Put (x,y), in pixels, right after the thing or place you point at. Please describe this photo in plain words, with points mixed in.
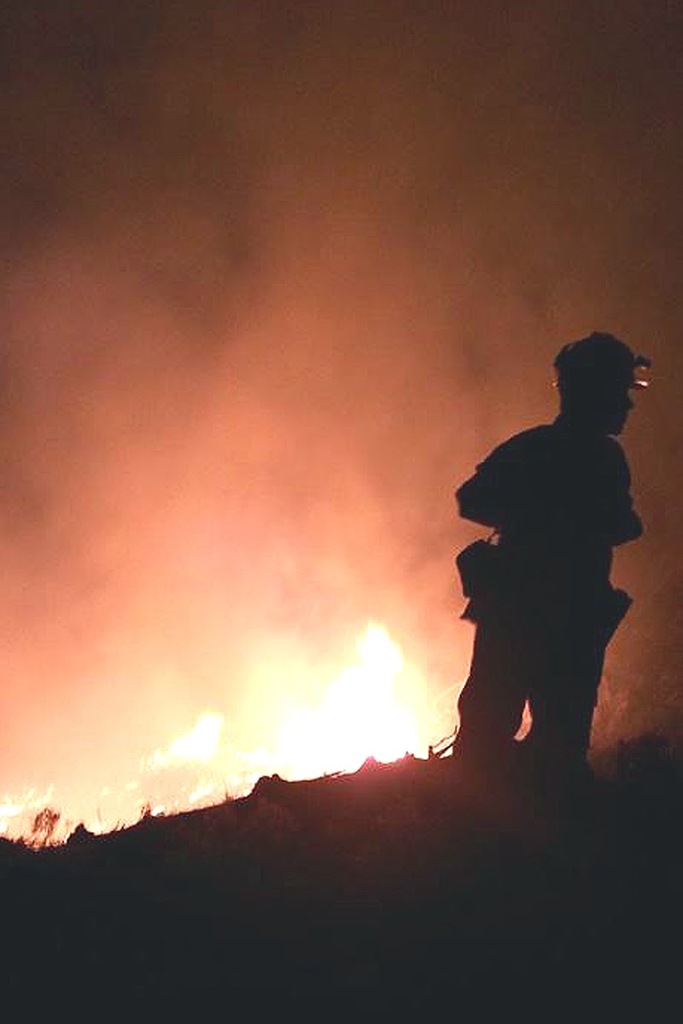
In the image we can see a person (482,583) standing. There is flame (277,729) and smoke (240,461).
